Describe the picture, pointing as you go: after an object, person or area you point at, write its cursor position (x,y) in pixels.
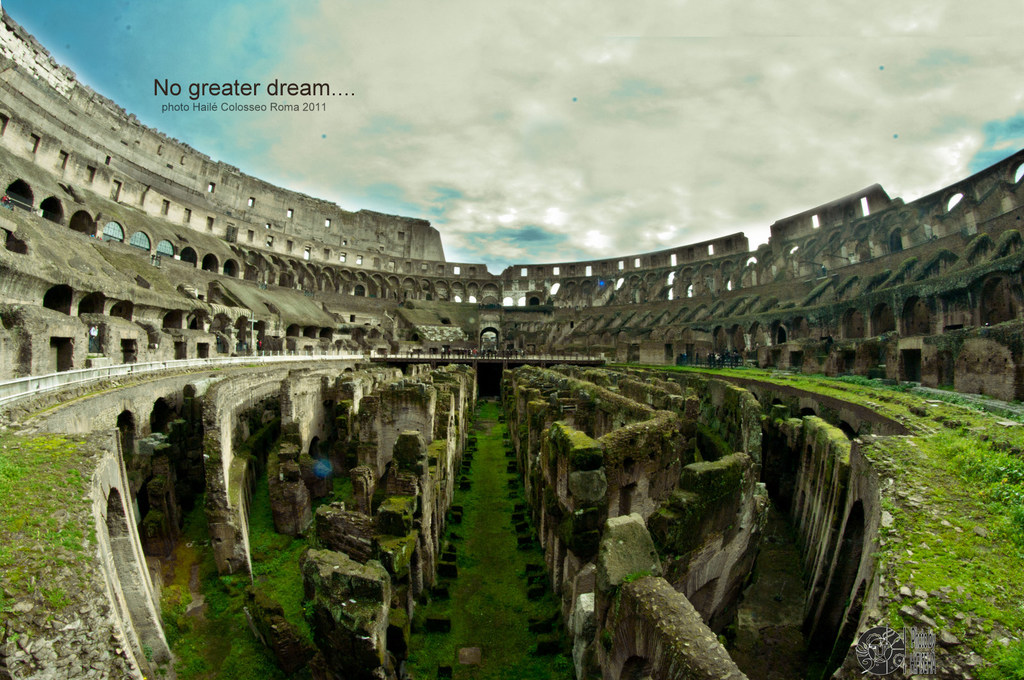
In this image, we can see an ancient monument (625,277). There are clouds (454,91) in the sky (445,84). There is a text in the top left of the image (206,82).
